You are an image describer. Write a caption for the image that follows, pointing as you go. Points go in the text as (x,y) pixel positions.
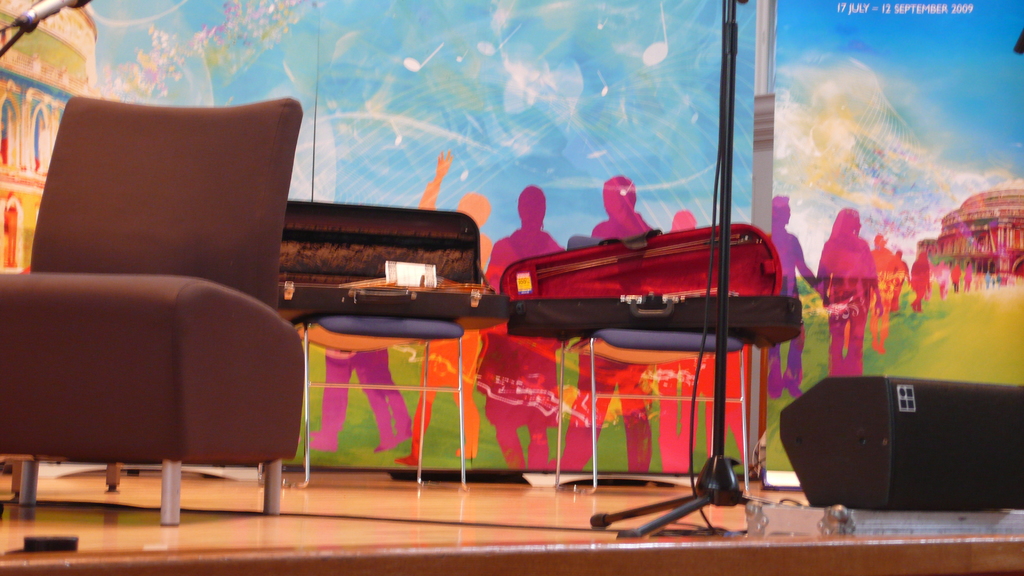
Here in this picture, on the stage (367,473) we can see chairs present and on that we can see the bags (385,257) of violin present over there and we can see a couple of microphones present and a speaker (880,391) present on the floor (946,525) over there and behind that we can see a banner (480,341) present over there.
